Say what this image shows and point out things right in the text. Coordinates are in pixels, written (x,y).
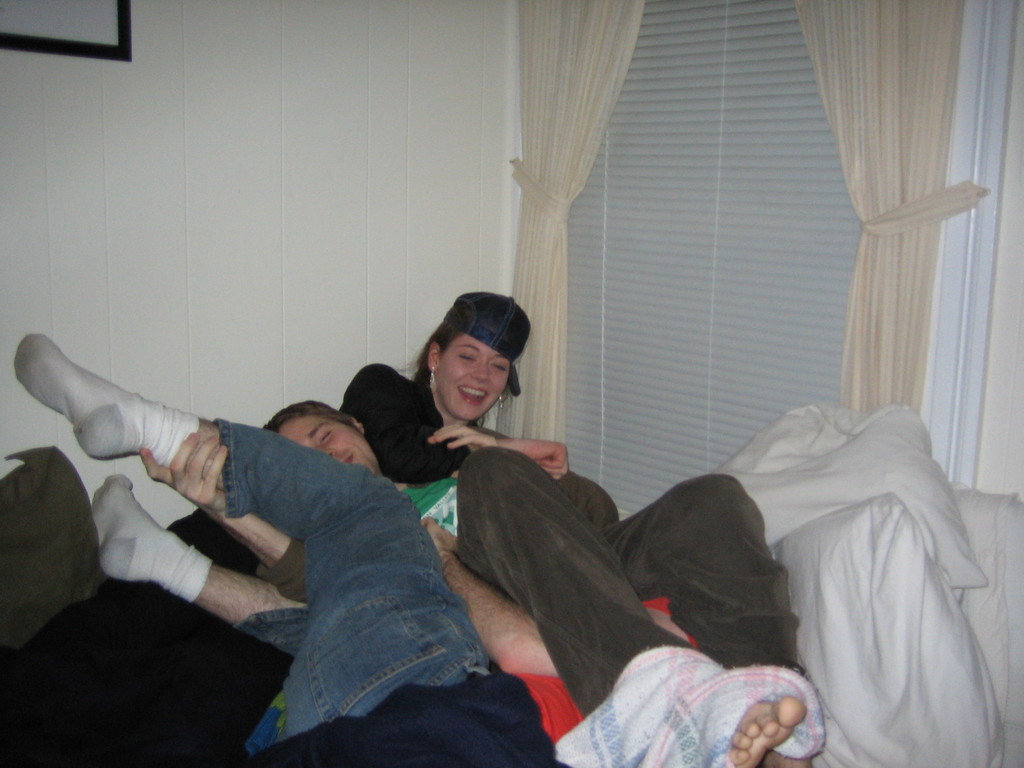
In this picture few people (561,541) laying on the bed (190,526) and I can see a woman (493,337) wore a cap (489,315) and a human (354,444) holding another human leg (256,463) and a photo frame (66,40) on the wall (68,96) and couple of curtains (858,215) and blinds (780,296) to the window (757,261) and I can see pillows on the right side (942,506).
